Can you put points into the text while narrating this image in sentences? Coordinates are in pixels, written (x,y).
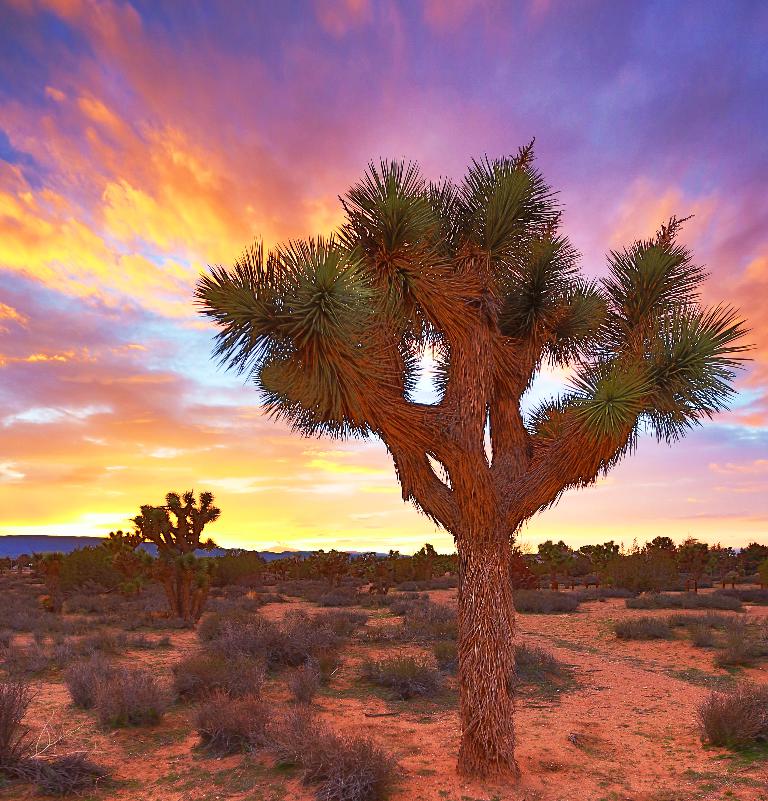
This picture is a photograph. In the foreground (371,776) we can see the plants (206,660) and a tree (484,487). In the background (64,404) there is a sky (143,413), plants (295,560) and trees (152,572).
